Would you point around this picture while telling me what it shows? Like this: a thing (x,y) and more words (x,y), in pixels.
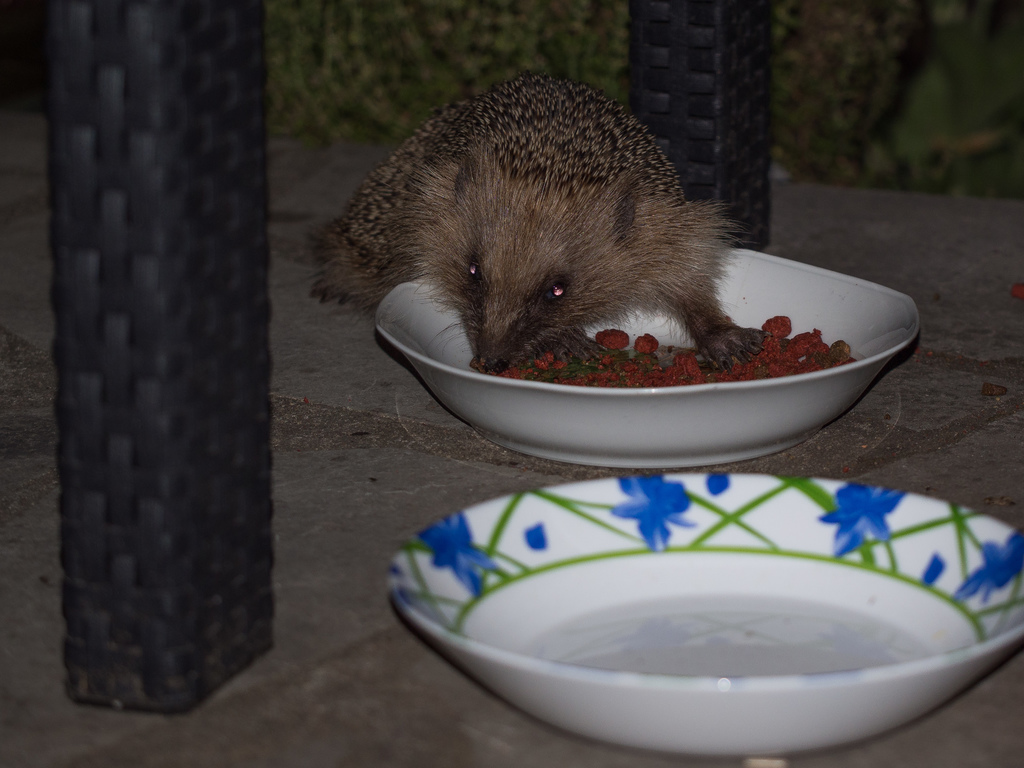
Background (372,20) portion of the picture is blur. In this picture we can see a hedgehog (509,176) eating food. We can see food (650,358) in the bowl (822,377). We can see liquid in the other bowl (981,568). We can see the floor (392,550) and objects (205,534).
